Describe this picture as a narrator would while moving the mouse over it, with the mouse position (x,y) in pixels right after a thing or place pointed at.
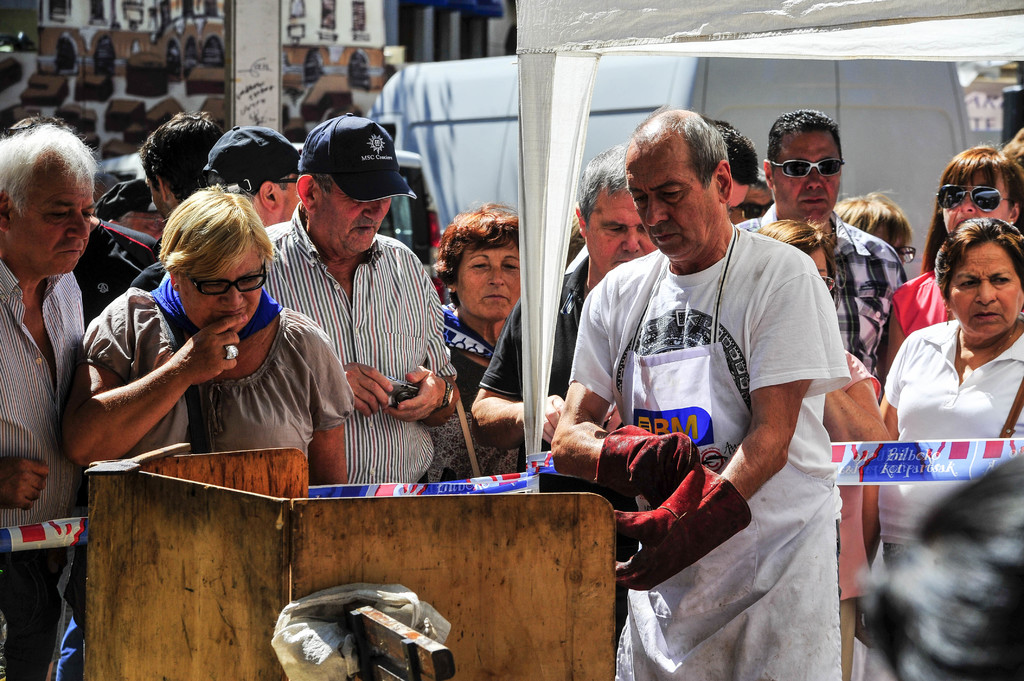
In this image there are some persons (380,390) standing in middle of this image (587,325) and there is a building (376,34) in the background (448,52). There is an object (296,547) kept in the bottom of this image (324,565).
